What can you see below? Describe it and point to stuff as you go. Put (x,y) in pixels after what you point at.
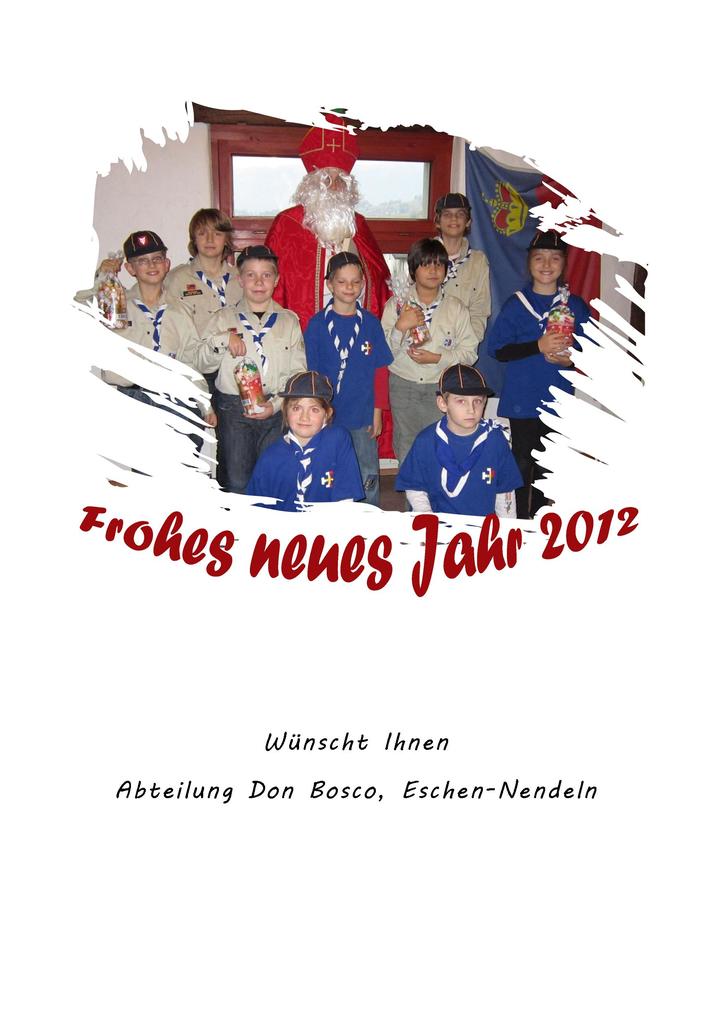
In the image we can see a poster (489,154), in the poster (343,429) few people (342,203) are standing and holding something in their hands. Behind them there is wall (464,140), on the wall (464,150) there is a flag (482,153).
